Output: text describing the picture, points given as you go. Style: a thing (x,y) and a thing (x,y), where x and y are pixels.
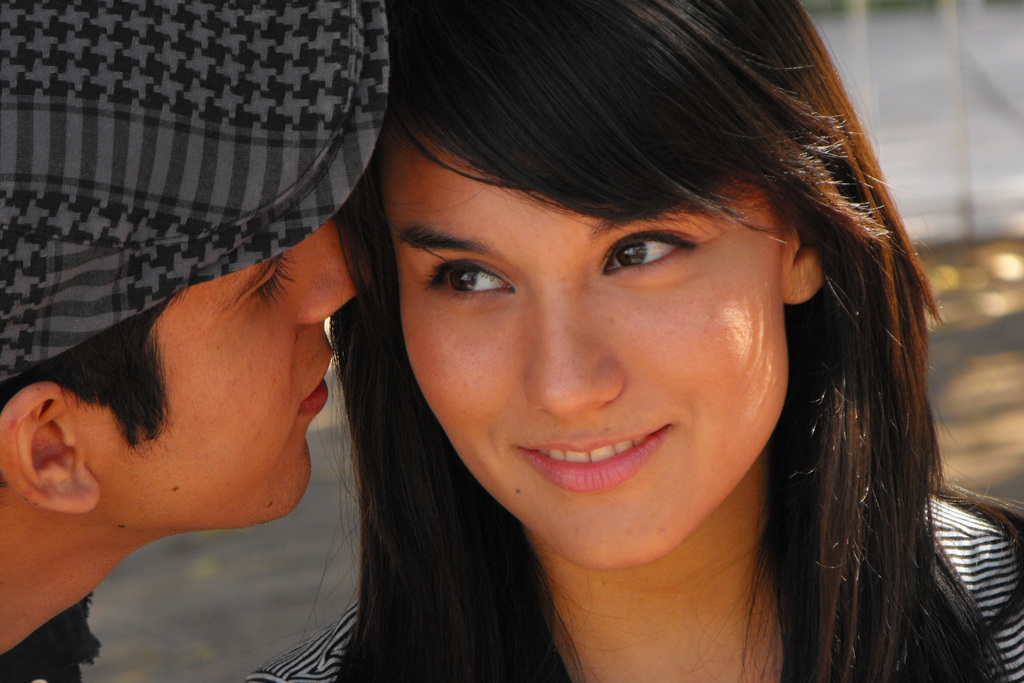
In this picture we observe a guy (10,614) who is whispering in the ears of a woman (705,621).
